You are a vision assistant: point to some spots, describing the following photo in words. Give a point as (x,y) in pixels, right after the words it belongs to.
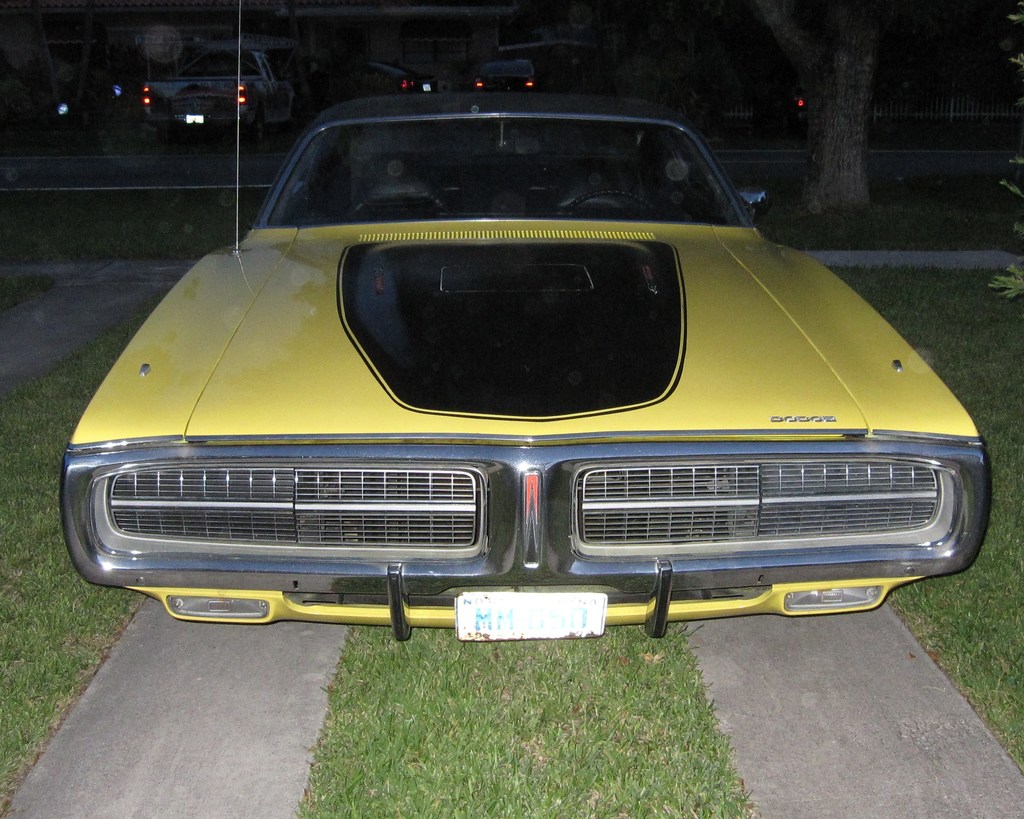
In this picture, we can see a few cars (662,211), grass (668,705) in the bottom (616,679) and we can see trees (848,179), plants (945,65) and we can see fencing (908,111) in the top right corner (920,111).
